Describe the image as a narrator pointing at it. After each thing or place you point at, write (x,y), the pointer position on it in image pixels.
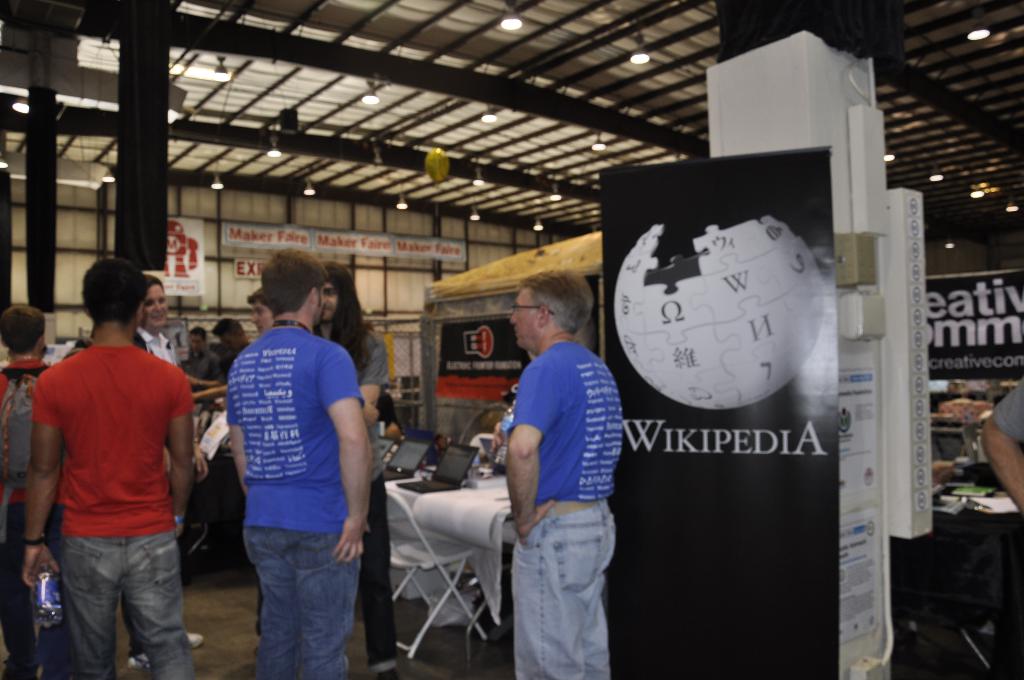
There is a group of people (287,460). They are standing. On the left side (46,510) we have a person (82,422). He is holding a bottle (45,608). There is a table (491,518). There is a bottle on a table (485,510). We can see in background (404,209) lights (402,199), pillar (139,190) and post (642,271).
